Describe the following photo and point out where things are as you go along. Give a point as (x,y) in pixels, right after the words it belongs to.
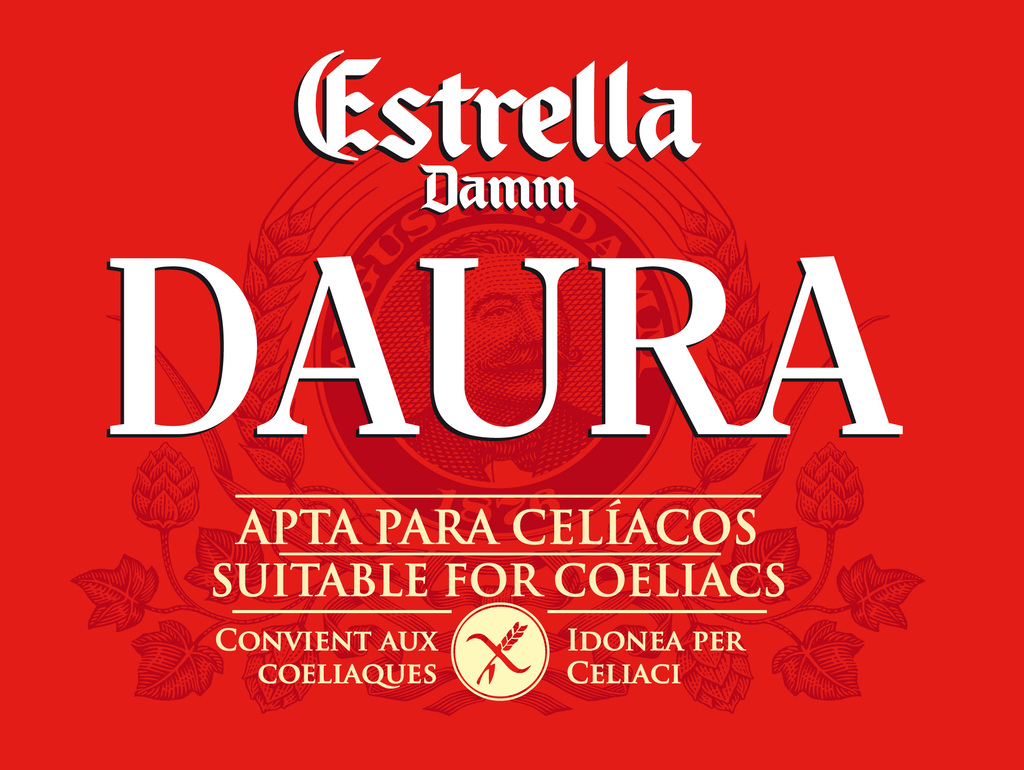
In this image I can see the poster (719,338) which is red in color and something is written with white and cream in color. I can see the watermark (629,481) in which I can see a person (495,408).
